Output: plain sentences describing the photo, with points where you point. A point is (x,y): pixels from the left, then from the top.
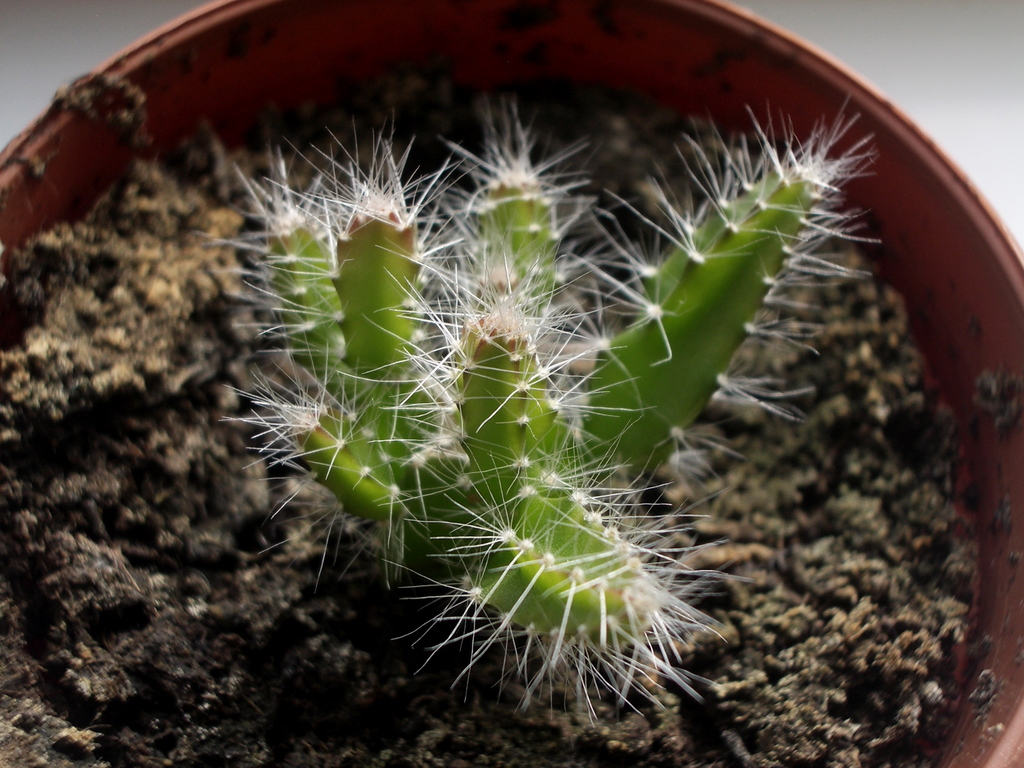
In this picture we can see green color cactus plant (558,487) with white thorns (684,593), seen in the small pot (821,606).
